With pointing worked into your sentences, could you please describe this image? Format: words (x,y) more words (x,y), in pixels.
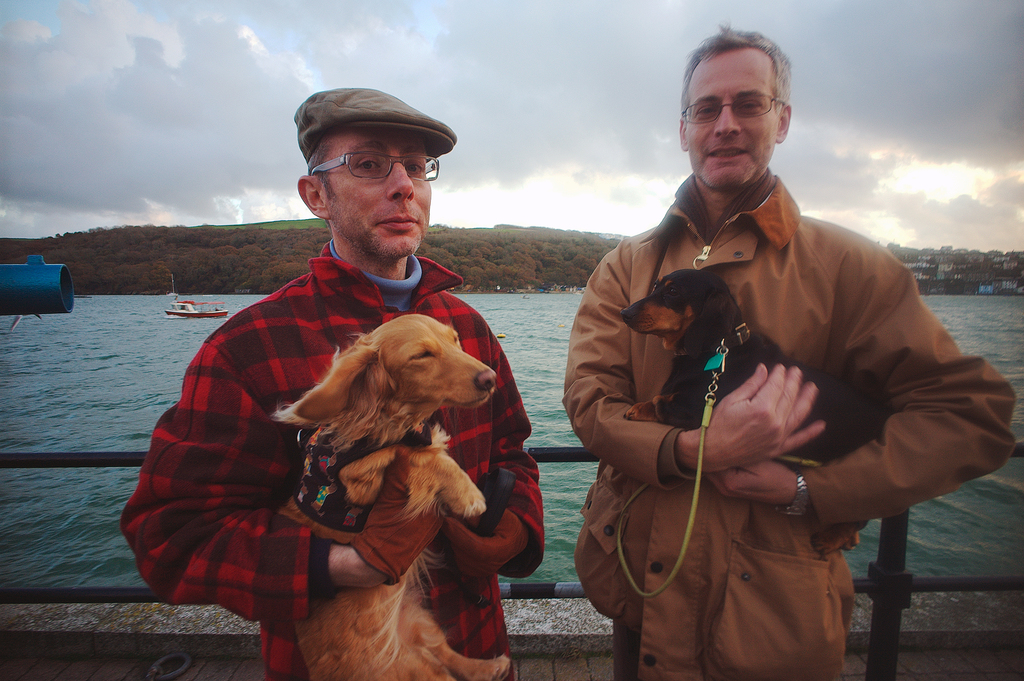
There are two people (636,251) standing and holding two dogs (390,432) in their hands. At background (126,390) I can see a boat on the water (137,367). This looks like a hill (287,227) with the trees (552,261) on it. This is the sky (535,108) with clouds (518,91). I can see a blue color object (38,298) at the left corner of the image (28,296). I think these are the buildings (951,274).
